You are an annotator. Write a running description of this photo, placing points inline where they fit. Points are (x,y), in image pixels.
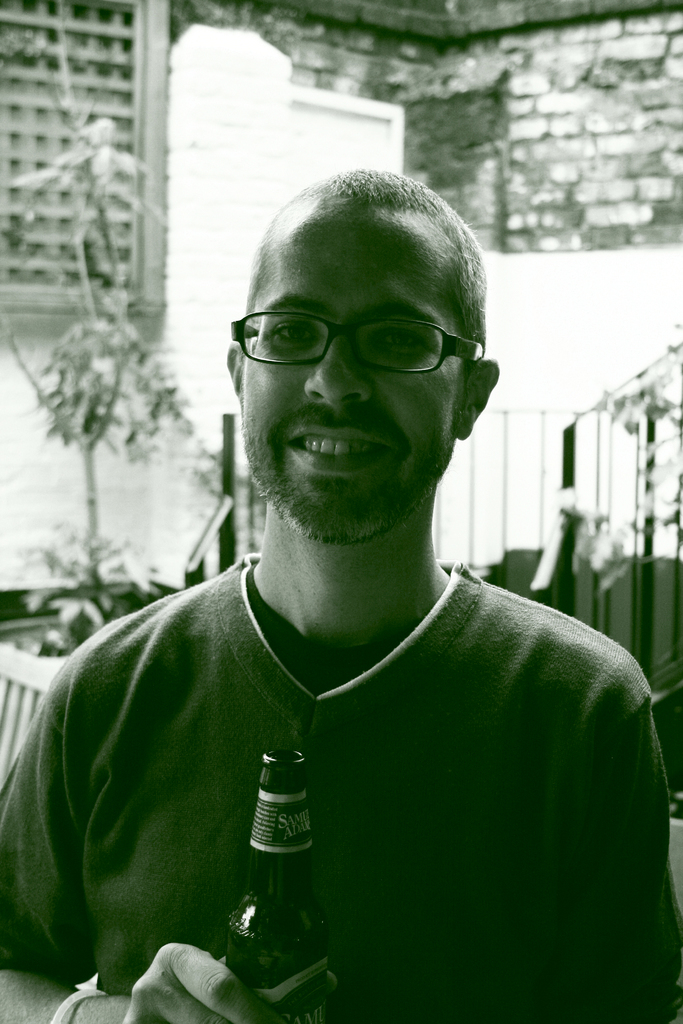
In this picture we can see a man (507,668) wearing spectacles (467,353) and he is holding a bottle (287,1001) in his hand (223,988). On the background (536,249) we can see wall (609,193) with bricks (592,162). Here we can see a plant (88,484).
